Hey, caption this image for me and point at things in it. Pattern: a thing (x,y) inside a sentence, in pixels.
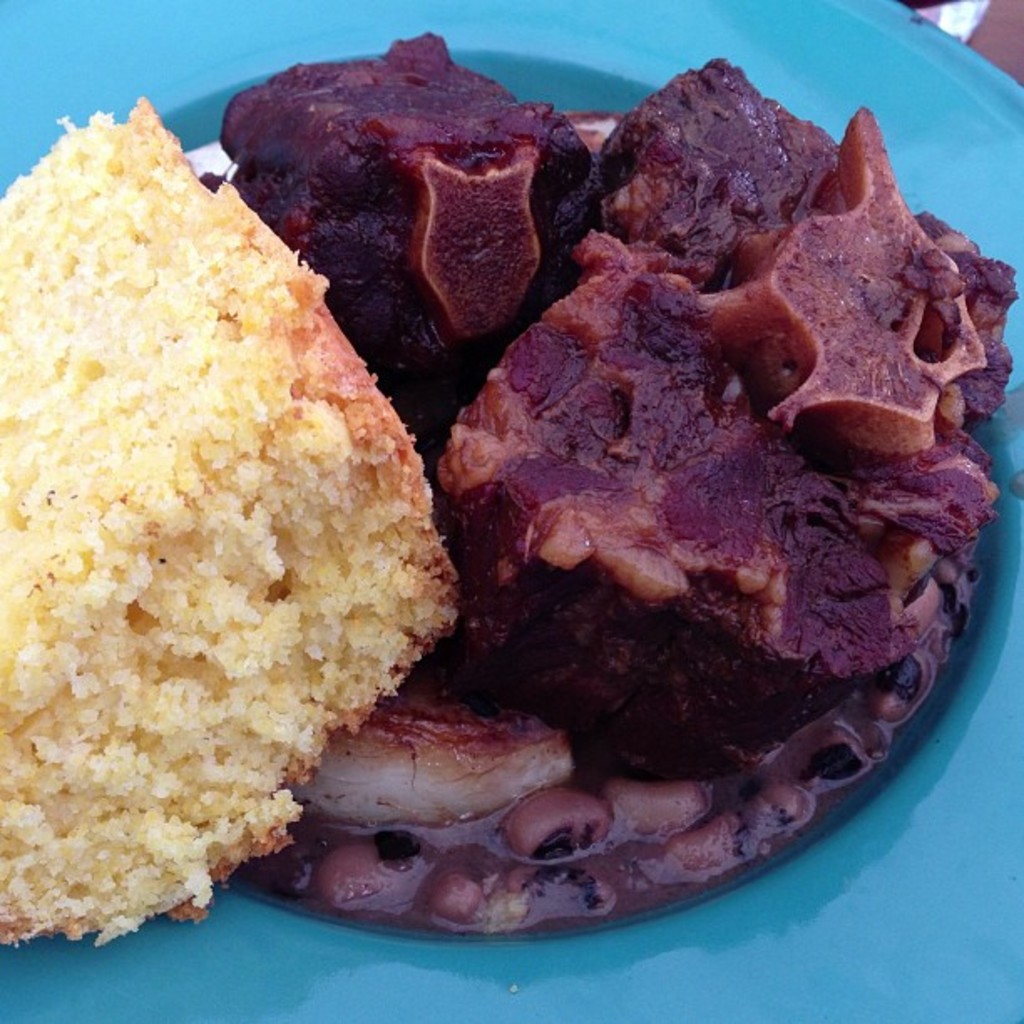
In the image there is food (154,355), meat (376,159) and bread pieces (164,365) in a plate (744,986).
